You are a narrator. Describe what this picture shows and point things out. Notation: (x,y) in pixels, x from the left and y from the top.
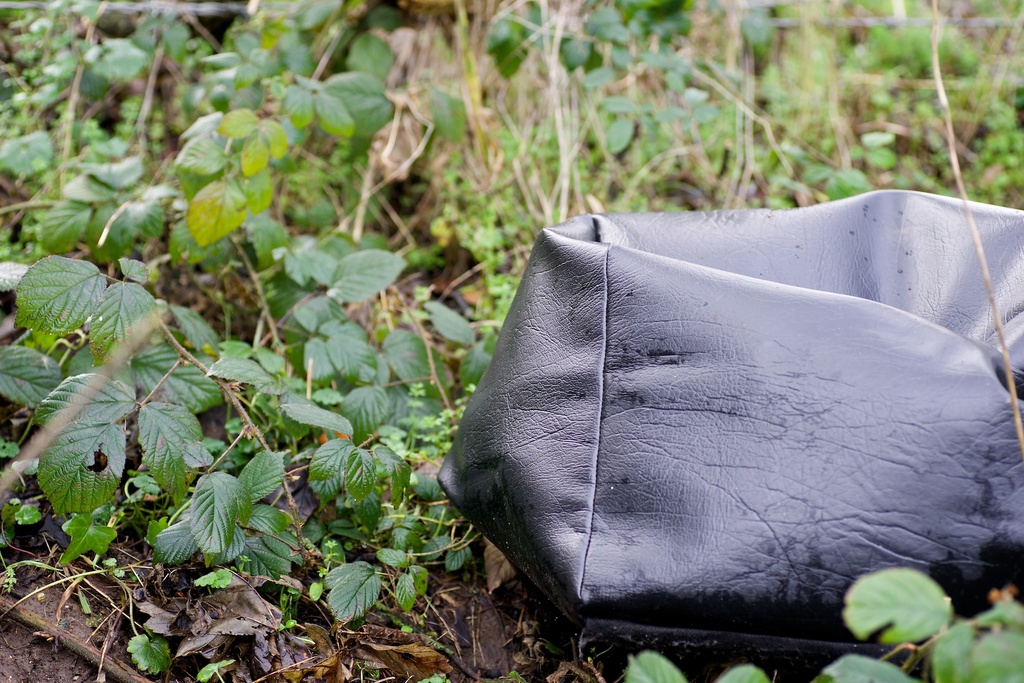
In this image we can see an object (783,451) on the ground (446,611) and there are some plants (468,186).
